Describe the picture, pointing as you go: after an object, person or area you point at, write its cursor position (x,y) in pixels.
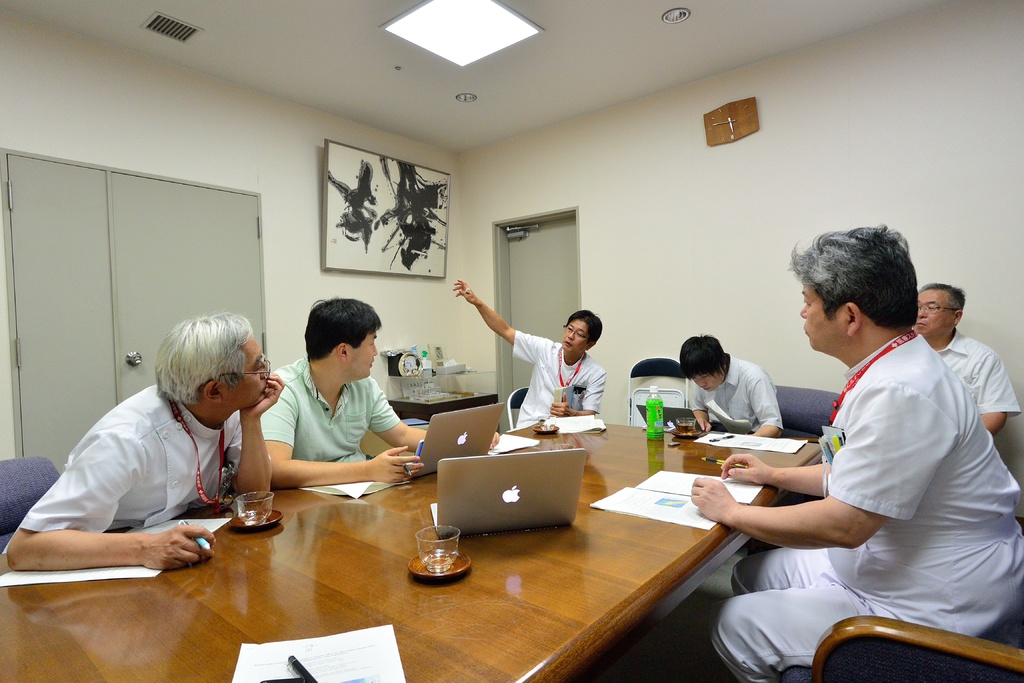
In this picture there are group of people (852,431) who are sitting on the chair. There is a laptop (495,523), cup (444,556), saucer (443,577), pen (316,682), bottle (649,415) on the table (581,596). There is a frame (444,213) on the wall (522,196). There is a wall clock (729,131). There is a door (134,351), door handle (133,351). There are few objects (394,374) on the table (620,436).
